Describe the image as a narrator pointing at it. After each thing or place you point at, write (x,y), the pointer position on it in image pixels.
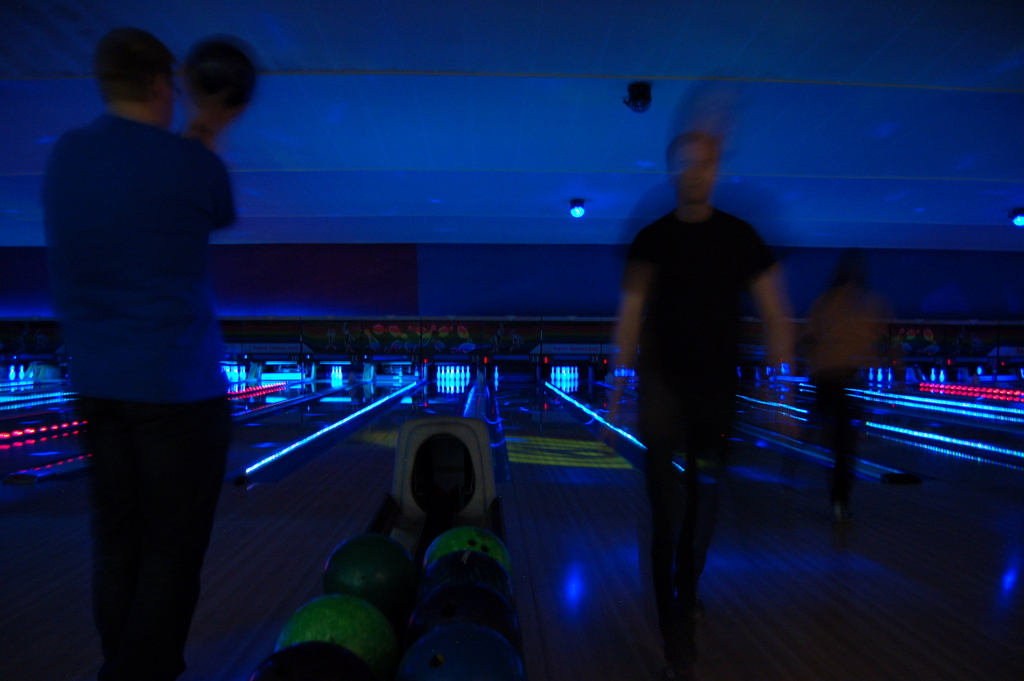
In the picture we can see some persons (74,286) standing, there is a person (130,255) holding ball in his hands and in the background of the picture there are many pins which are arranged and top of the picture (827,207) there is roof (891,32), there are some lights (27,405).
